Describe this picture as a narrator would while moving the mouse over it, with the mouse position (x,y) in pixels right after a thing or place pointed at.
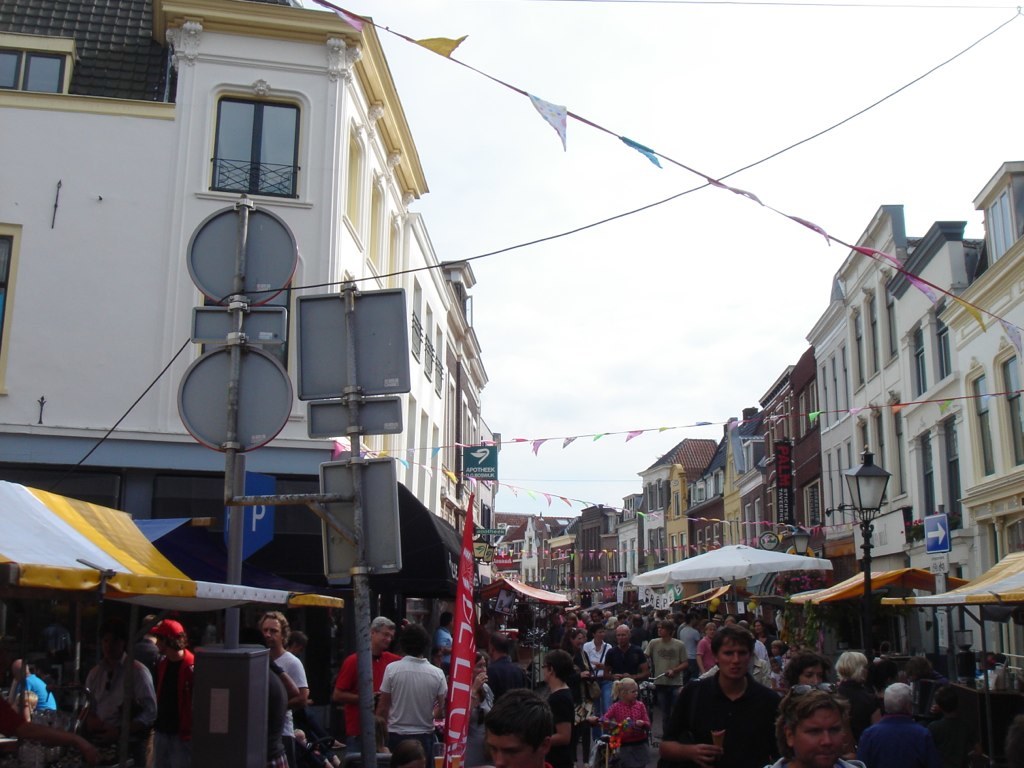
In this image we can see many people (629,678) walking on the road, here we can see the sign boards (373,484), light poles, tents (963,582), buildings (659,492), flags (661,431), wires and the sky (724,266) in the background (560,168).
